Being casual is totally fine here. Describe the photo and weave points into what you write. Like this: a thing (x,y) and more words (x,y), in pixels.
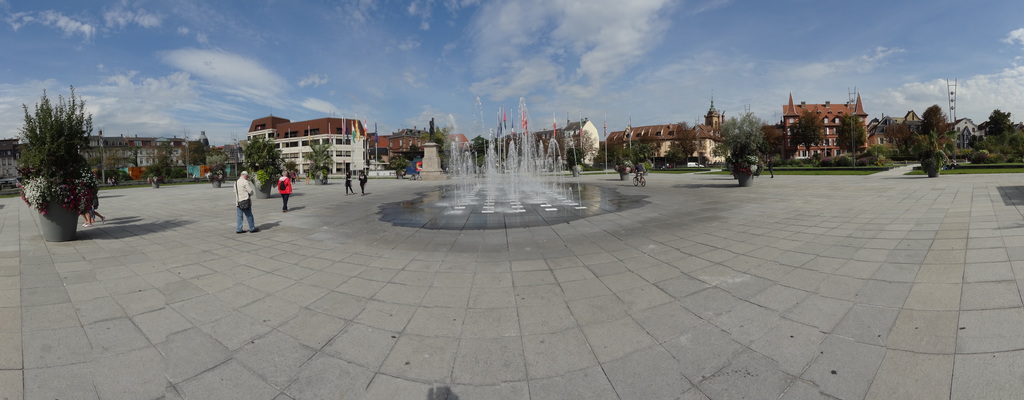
In this image, we can see some buildings (707,138) and plants (318,159). There is a fountain (551,173) in the middle of the image (521,142). There are some persons (290,182) wearing clothes (363,178) and walking beside the fountain (491,155). There is a sky (534,50) at the top of the image (498,89). There are some poles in front of buildings (337,157).
